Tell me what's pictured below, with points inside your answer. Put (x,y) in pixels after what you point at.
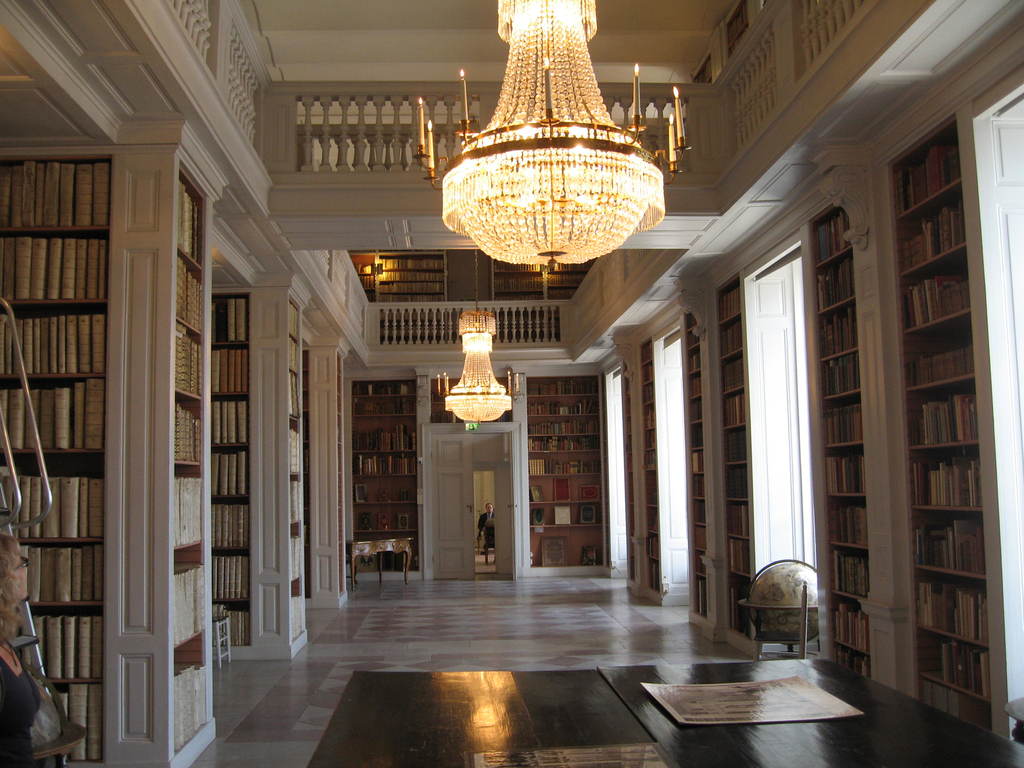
in this image we can see books (96,580) arranged in a shelves (916,576), lights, person (490,523), doors (443,488), table (376,554) and floor (432,664).
